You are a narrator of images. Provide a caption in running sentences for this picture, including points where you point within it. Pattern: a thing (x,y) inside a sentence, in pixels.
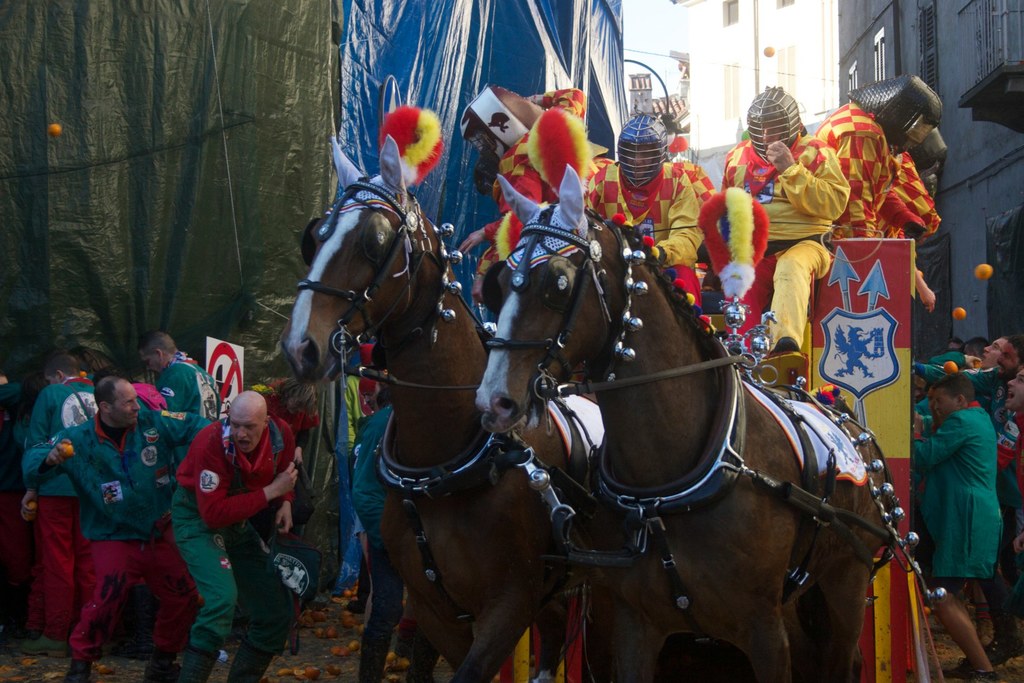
This picture taken in the outside. There is a group of people (768,253) who are riding the cart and left side of the horses (360,322) there are group of people (147,482) who are in red and green shirt (160,465) and there is a sign board (220,391) and these is a cover (257,62). Background of the group of people (700,234) is a building (825,59).
